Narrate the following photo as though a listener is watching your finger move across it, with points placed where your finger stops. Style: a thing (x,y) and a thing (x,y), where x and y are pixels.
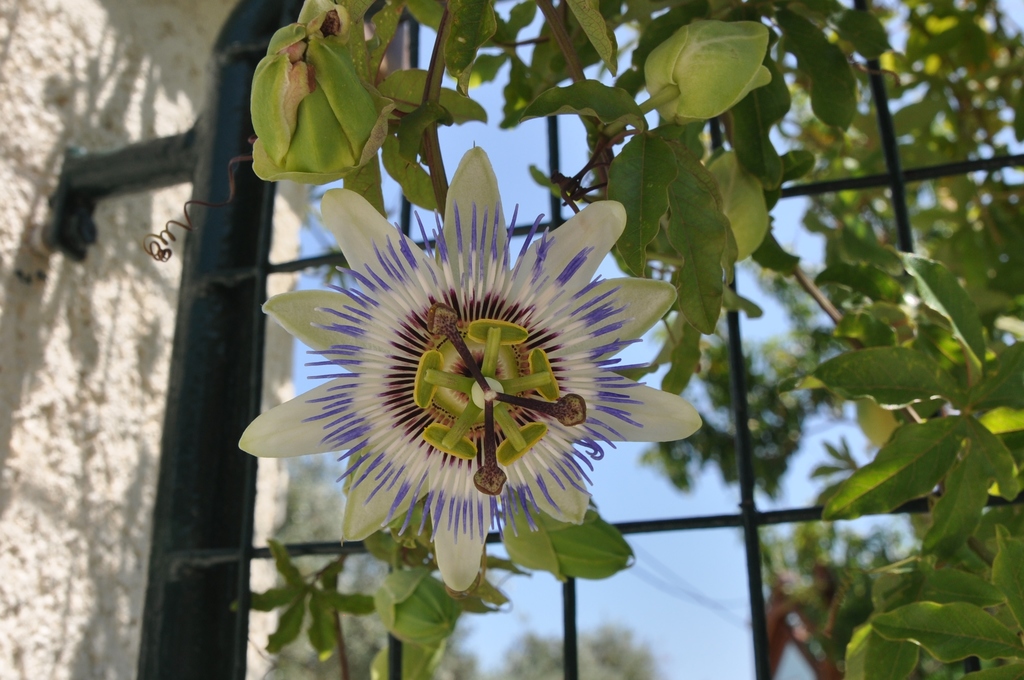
In the front of the image (398,466) I can see flower (350,508), leaves (925,549), grille (219,344), rods (236,288) and wall (41,211). In the background of the image (463,629) there is a sky (667,483).
